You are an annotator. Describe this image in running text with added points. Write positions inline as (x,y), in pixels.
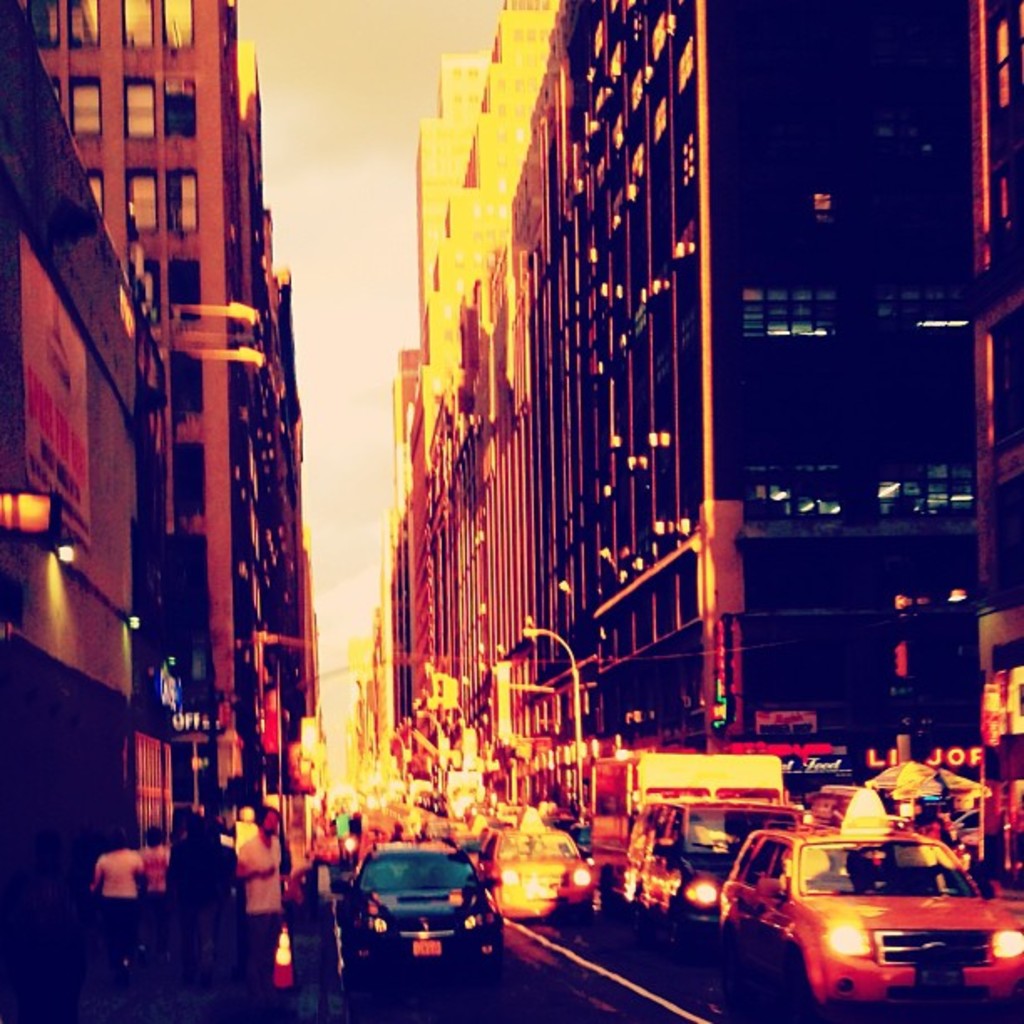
In this image there are buildings (595,503) and poles (527,628). At the bottom (536,856) there are vehicles (575,845) on the road (776,1014) and there are people (262,878). We can see a traffic cone (287,978). In the background (419,346) there is sky (334,382).
